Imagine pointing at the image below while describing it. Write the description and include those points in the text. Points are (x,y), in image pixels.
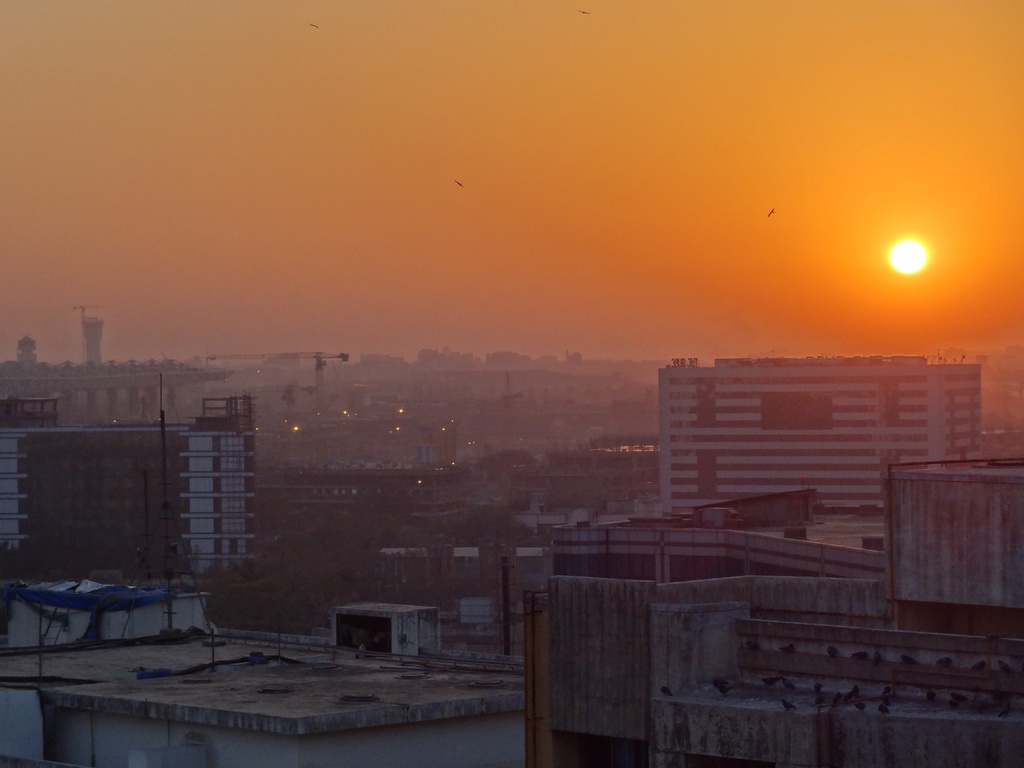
In this image at the bottom (685,654) there are some houses (646,570), buildings (352,504) and some poles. At the top of the image (608,229) there is sky (578,219), sun (903,272) and some birds (457,181).
